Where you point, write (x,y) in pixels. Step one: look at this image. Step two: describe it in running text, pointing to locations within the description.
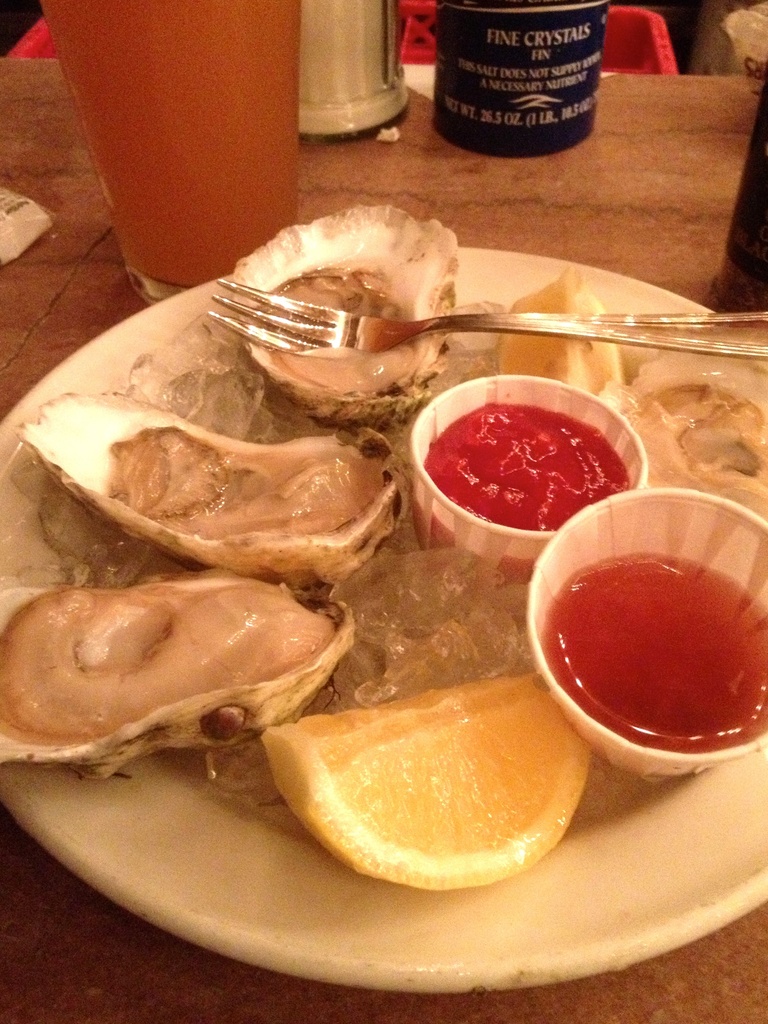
This picture shows food (372,483) with sauce bowls (526,520) and a lemon piece (479,723) and a fork (393,339) in the plate (694,798) and we see a glass of drink (266,232) on the table (23,72) and we see couple of bottles (478,74) on the side.
